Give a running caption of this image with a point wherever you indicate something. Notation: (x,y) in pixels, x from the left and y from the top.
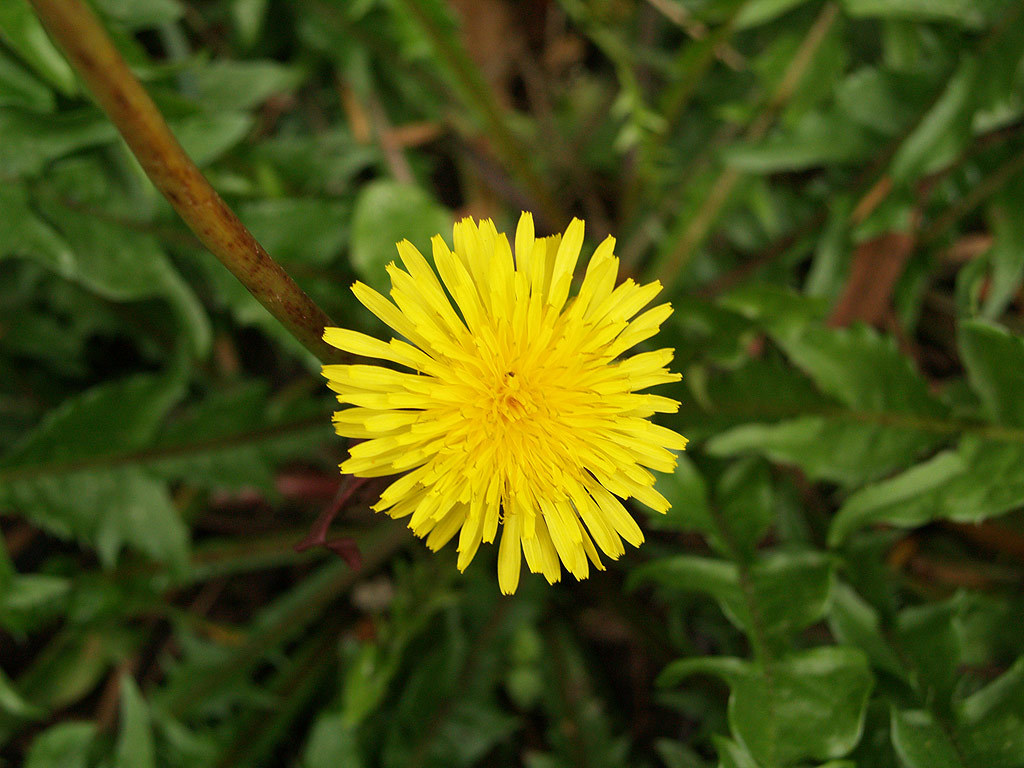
In the center of the image (581,438) there is a flower (542,428) which is in yellow color. At the bottom (363,528) there are plants (304,165).
